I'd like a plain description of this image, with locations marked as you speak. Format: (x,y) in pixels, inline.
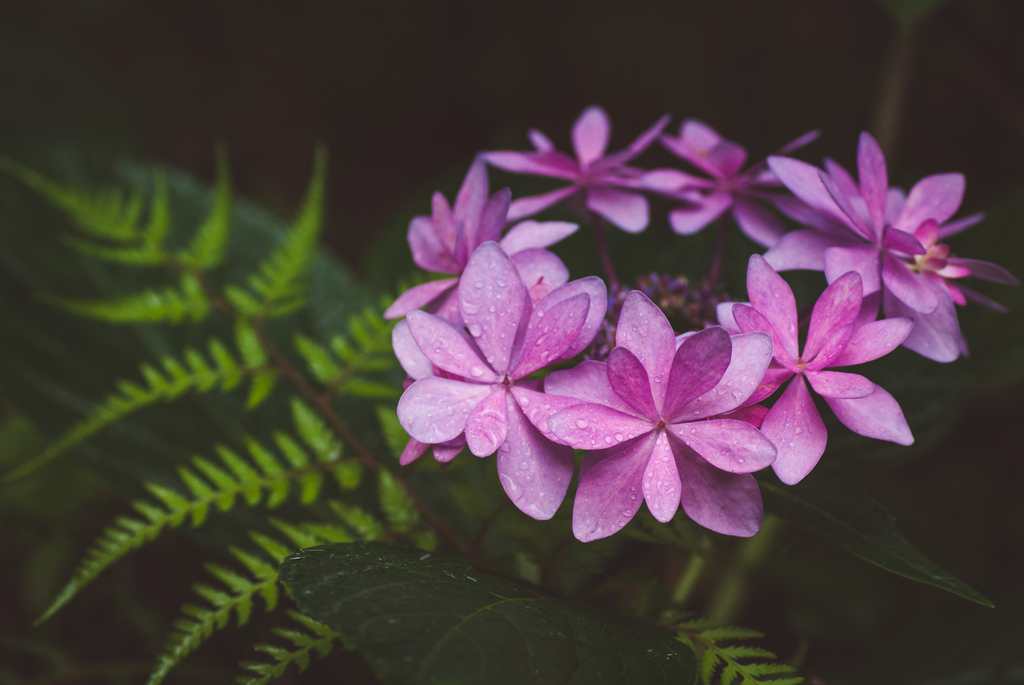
This image consists of flowers (606,374) which are pink in colour in the front (683,357) and there are leaves (382,554).
